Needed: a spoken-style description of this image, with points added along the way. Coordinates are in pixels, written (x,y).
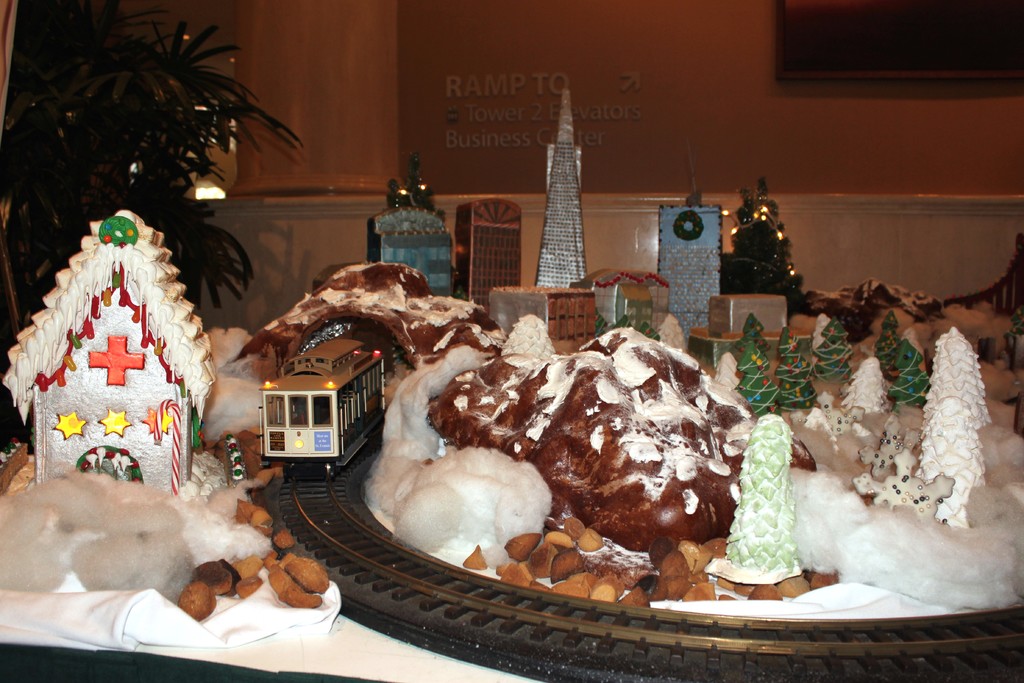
In this image we can see toys (133,334) such as house (197,331), buildings (697,251), trees (888,356), train (359,370) on the railway track (440,564), rocks (303,340) and stone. We can see cotton (246,534) on the platform (360,672). In the background (118,114) there is a plant (112,139), text (577,103) and frame (810,34) on the wall (472,172) and other objects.
